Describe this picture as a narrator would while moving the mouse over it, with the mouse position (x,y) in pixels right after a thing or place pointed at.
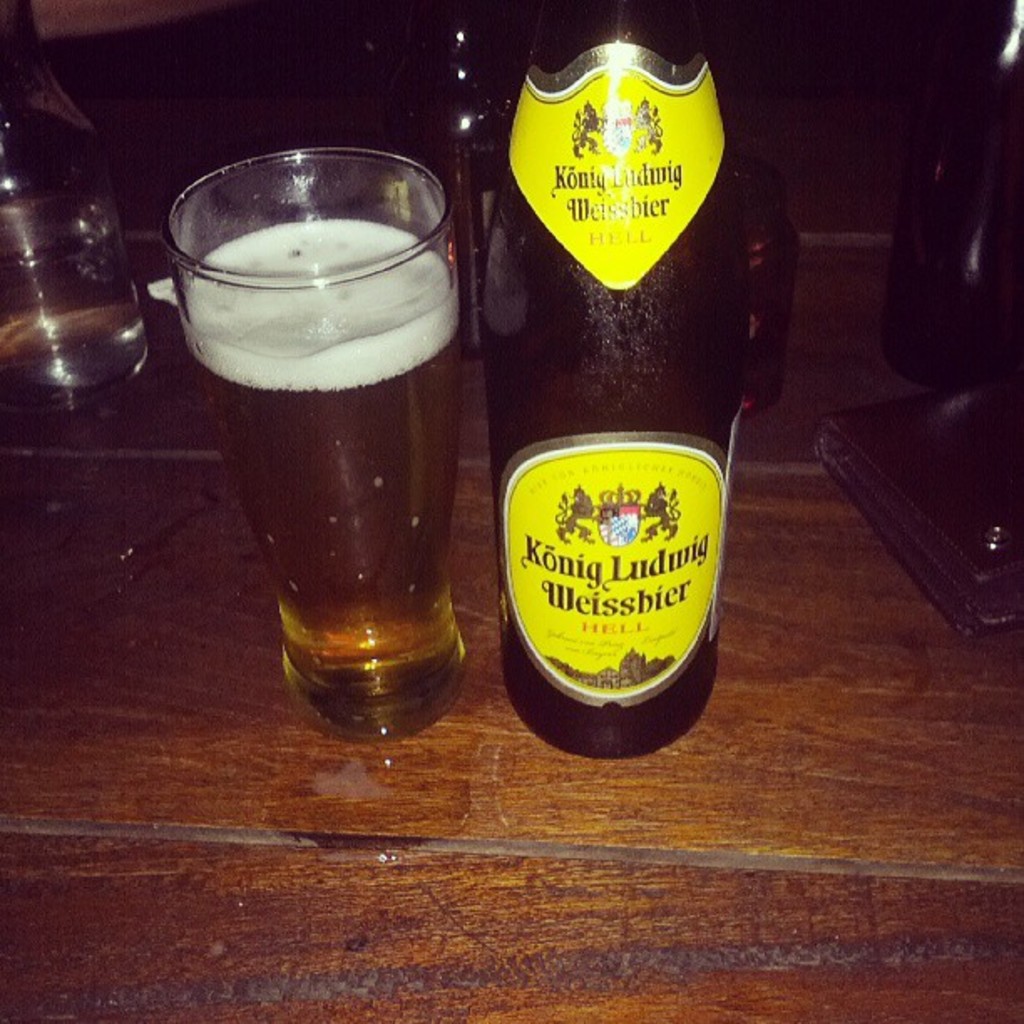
In the middle of the image (359,631), there is a glass (293,205) filled with drink (263,513) on the wooden table (313,761). Beside this glass (419,679), there is a bottle (676,385). In the background (964,121), there are bottles (39,86). And the background (940,8) is dark in color.
